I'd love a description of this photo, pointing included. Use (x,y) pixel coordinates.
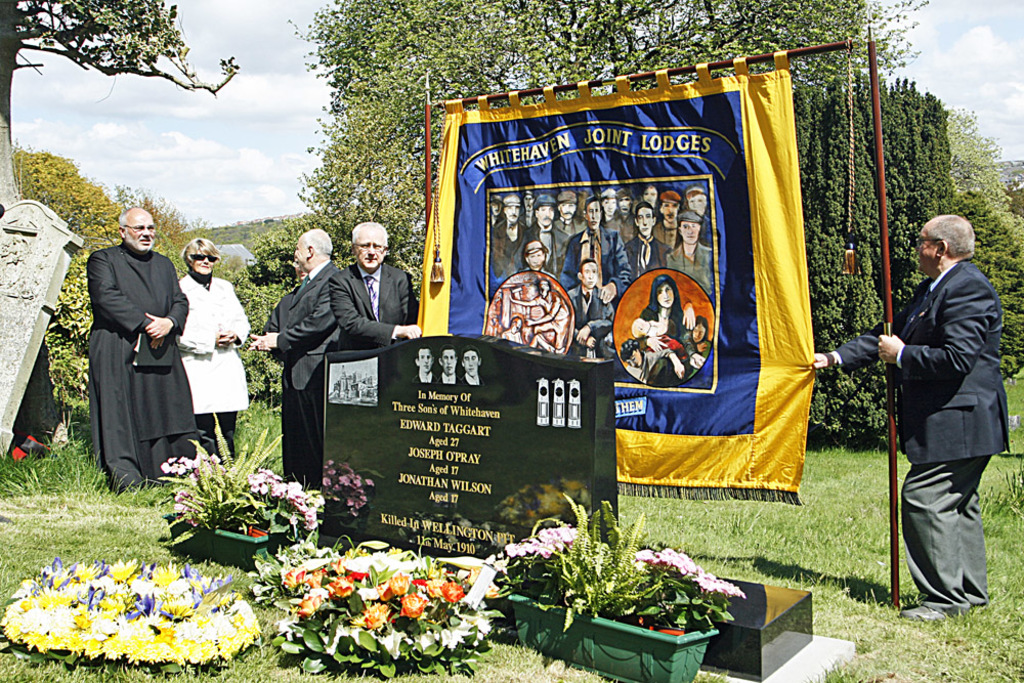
At the bottom of the image (208,484) there are some plants (196,488) and flowers (449,607) and there is a graveyard (391,475). Behind them few people (173,314) are standing and holding sticks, on the sticks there is a banner (609,310). Behind them there are some trees (1011,232) and clouds (204,176) and sky (274,176).
